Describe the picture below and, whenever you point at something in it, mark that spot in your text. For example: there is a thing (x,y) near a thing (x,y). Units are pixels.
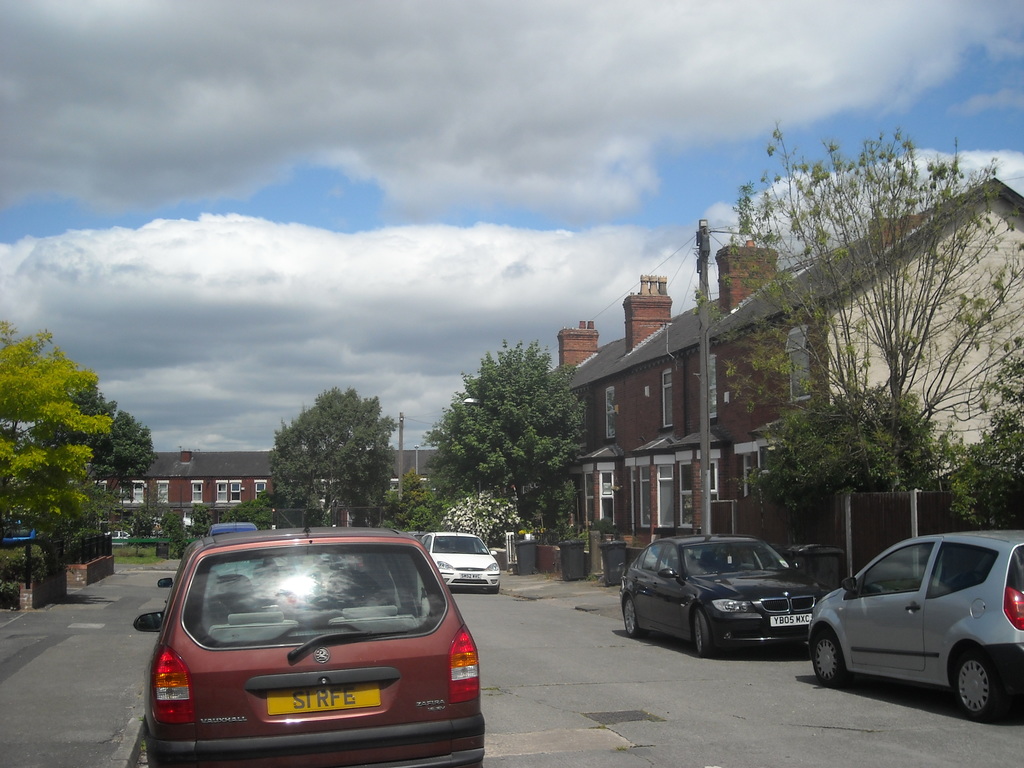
In this image, there are a few houses (93,468), vehicles (1004,610), trees (386,524), plants (529,501), poles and wires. We can see the ground (633,681) with some objects (512,546). We can also see the sky (427,304) with clouds (376,282). We can also see some trash cans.
